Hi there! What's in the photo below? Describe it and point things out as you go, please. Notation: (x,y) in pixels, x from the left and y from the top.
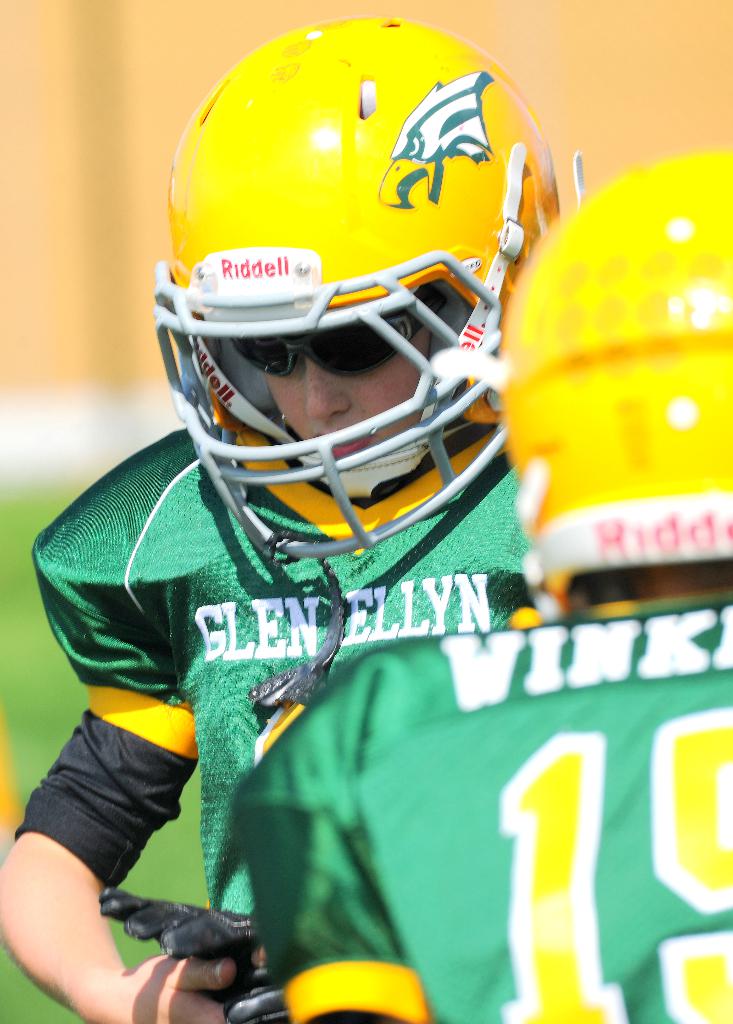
In this image there are two people (284,513) standing on the ground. In the background (157,114) there is a wall (518,69) and grass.
